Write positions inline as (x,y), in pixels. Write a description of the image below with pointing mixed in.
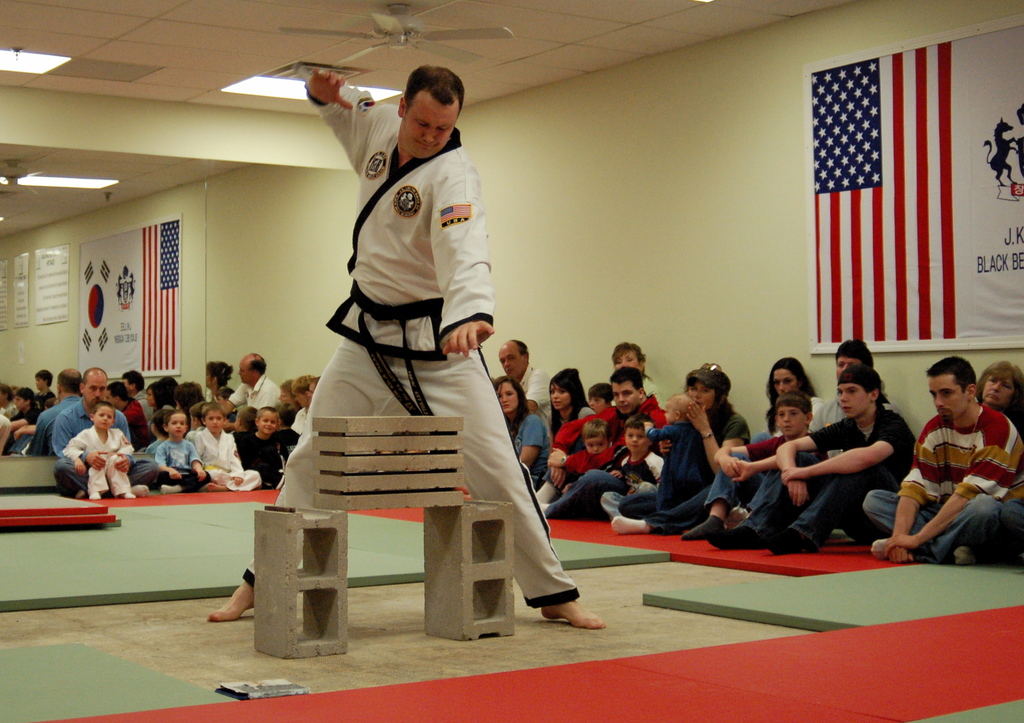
In this picture we can see a person (391,144) standing. There are few slabs (367,483) on the path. We can see few people (105,490) are sitting on the path (96,530). There are few posters (882,308) on the wall (717,290). We can see few lights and a ceiling fan (382,46) on top (360,85). We can see few mats (374,550).
